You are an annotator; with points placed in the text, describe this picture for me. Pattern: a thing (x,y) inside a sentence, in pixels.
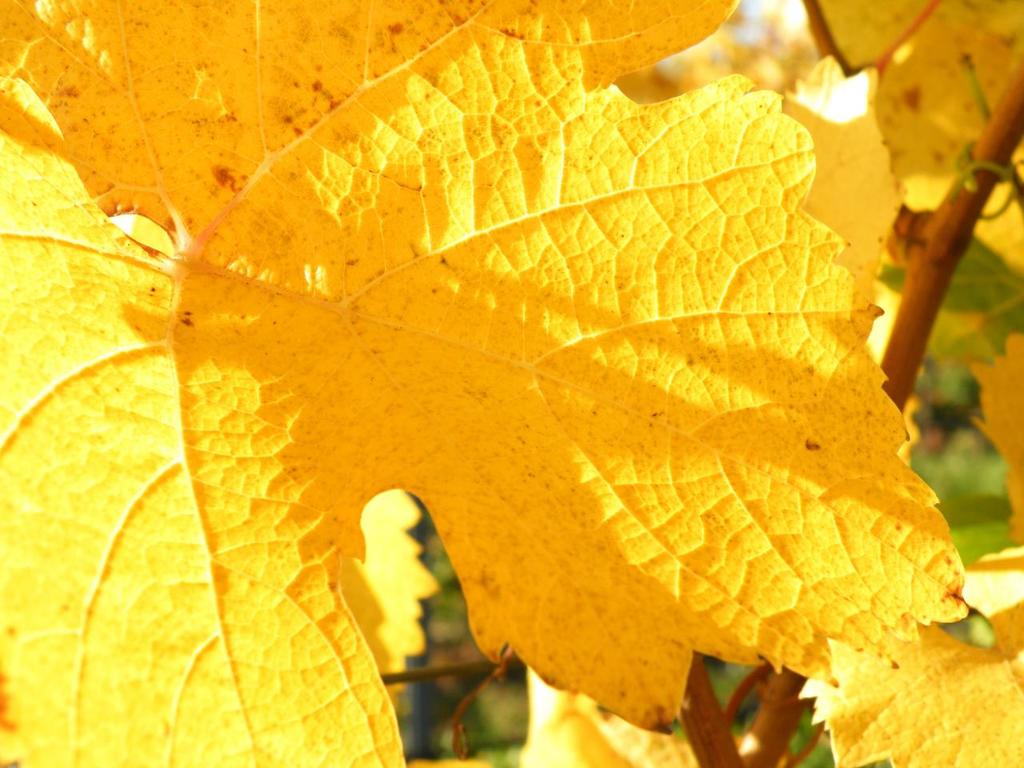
There is a tree (676,713) having yellow color leaves (460,311). In the background (972,264), there are green color leaves (971,291).
